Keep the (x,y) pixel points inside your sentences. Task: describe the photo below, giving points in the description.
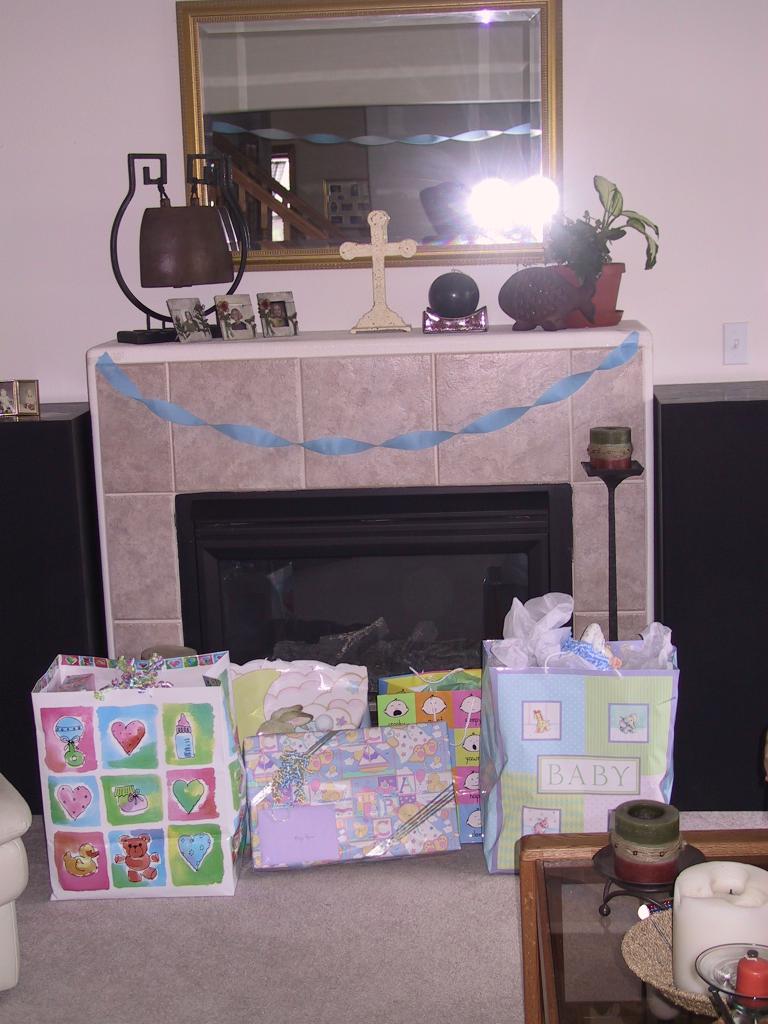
In this picture I can see a table (550,860) on the right bottom (539,845) and I see few things (755,918) on it. In the middle of this picture (282,681) I can see few colorful bags (56,742) and behind the bags (119,874) I can see the wall (44,270) and I can see a plant (605,252) and few things (150,276) on the marble thing (529,366). On the top of this picture (259,199) I can see a mirror (344,161) and on the mirror (327,131) I can see the reflection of a light (488,205).
